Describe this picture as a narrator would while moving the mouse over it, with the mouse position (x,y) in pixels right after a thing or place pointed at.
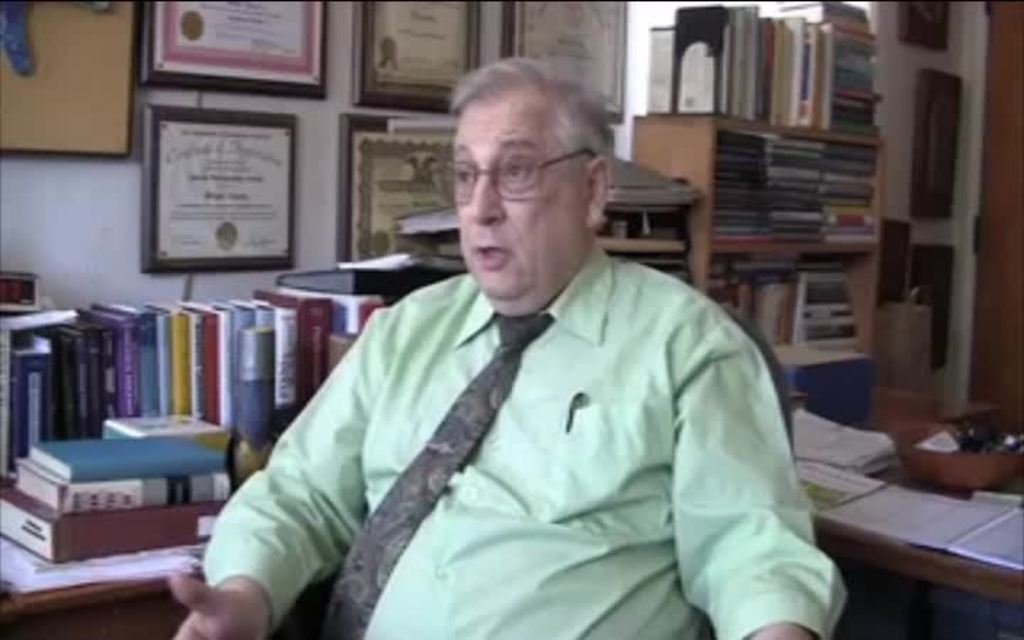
In this picture there is a man (529,479) sitting besides a table (830,525). He is wearing a green shirt (529,467) and a tie (433,491). On the table (926,556) there are books (48,488). The room (976,367) is filled with the books (775,271). In the background (269,187) there is a wall (316,196) with frames (296,139).
